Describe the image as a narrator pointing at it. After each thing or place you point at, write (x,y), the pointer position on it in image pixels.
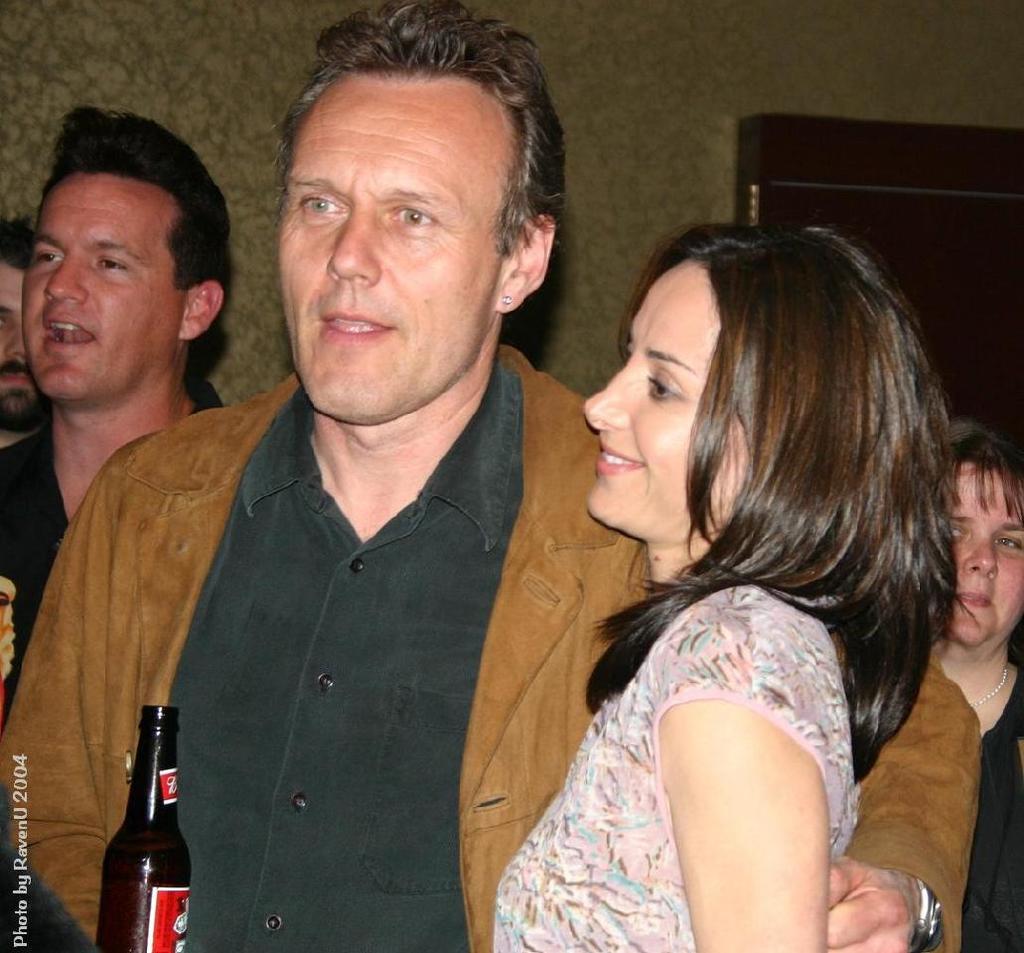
In the image we can see there are people (718,556) who are standing and there is beer bottle (133,789) in front (131,924).
